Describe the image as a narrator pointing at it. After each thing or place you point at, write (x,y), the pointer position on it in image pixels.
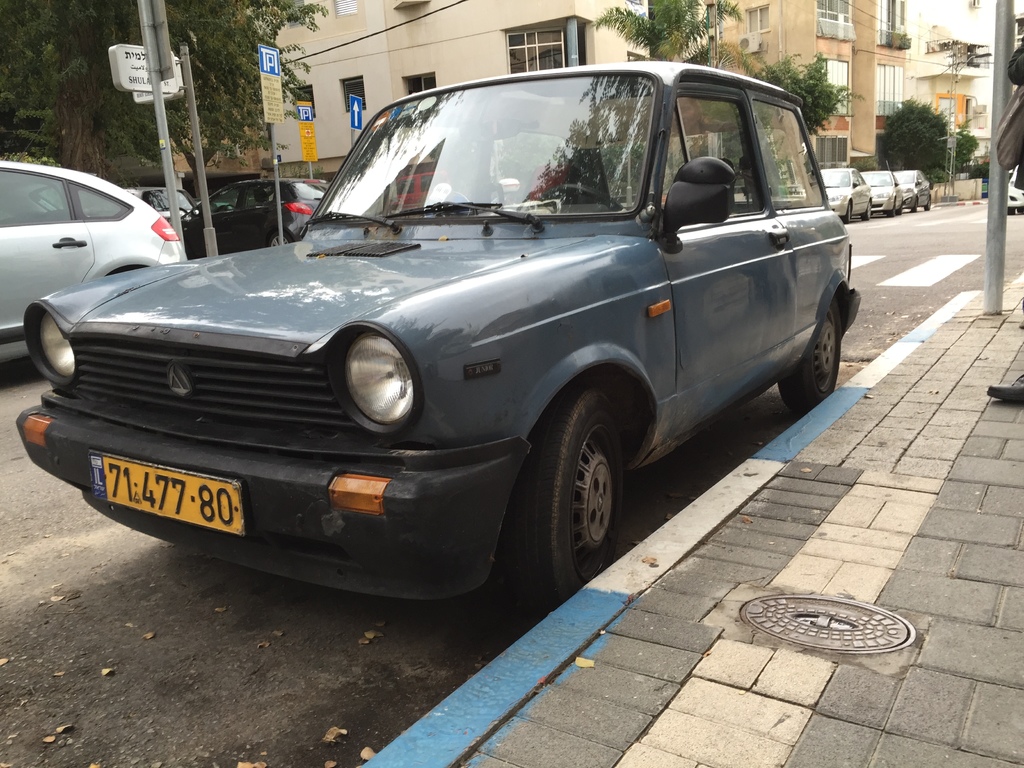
In this image there are some cars (596,261) in middle of this image (347,264) and there are some trees (181,104) at left side of this image (197,68) and right side of this image (902,100) as well, and there are some buildings (813,43) in the background (893,48) and there is a road (859,249) in middle of this image (674,504).
